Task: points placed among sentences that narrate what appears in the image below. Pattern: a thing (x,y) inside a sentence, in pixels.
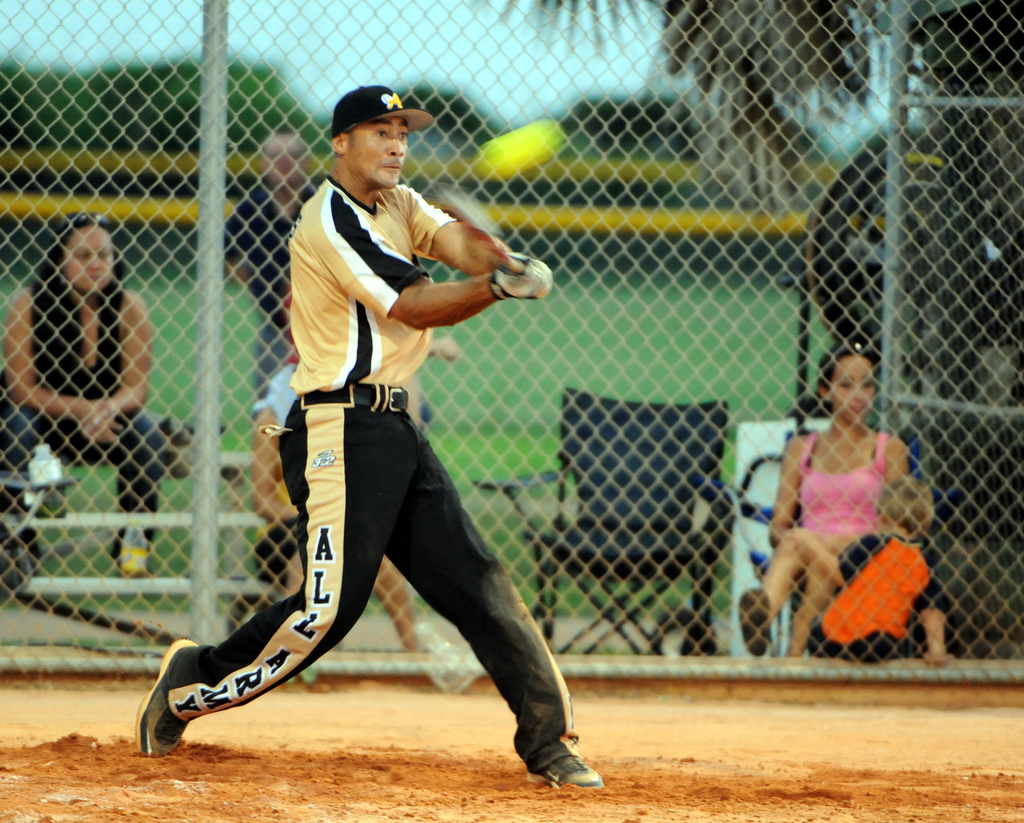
In this image I can see a person (325,332) wearing cream, black and white colored dress (351,323) is standing and holding a bat (477,216) in his hand (494,268). I can see a ball (509,175) over here. In the background (497,192) I can see the metal fencing (562,175), few persons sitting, a chair (679,465), few trees (474,127) and the sky (502,28).
